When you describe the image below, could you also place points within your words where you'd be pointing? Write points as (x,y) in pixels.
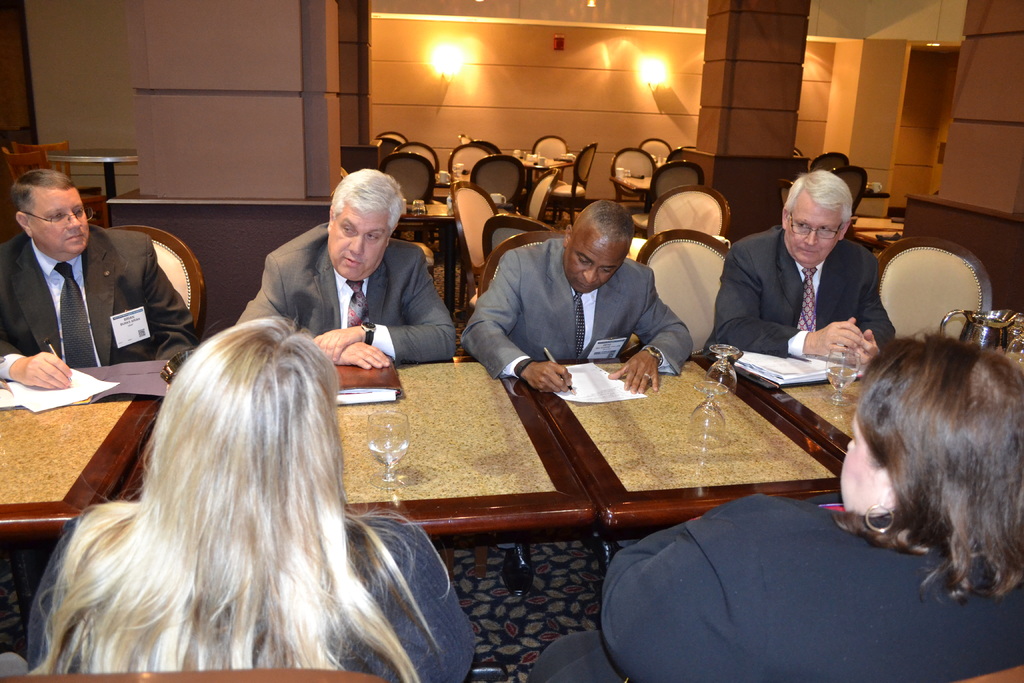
In this image I can see the group of people (666,606) with different color dresses (443,573). I can see these people (375,514) are sitting in-front of the table (458,518). On the table (359,484) I can see the papers (29,398), glasses (410,444) and jug (973,329). In the background (457,245) I can see many chairs (496,174) and few objects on the table (434,208). I can also see the lights (456,70) to the wall (620,110).
